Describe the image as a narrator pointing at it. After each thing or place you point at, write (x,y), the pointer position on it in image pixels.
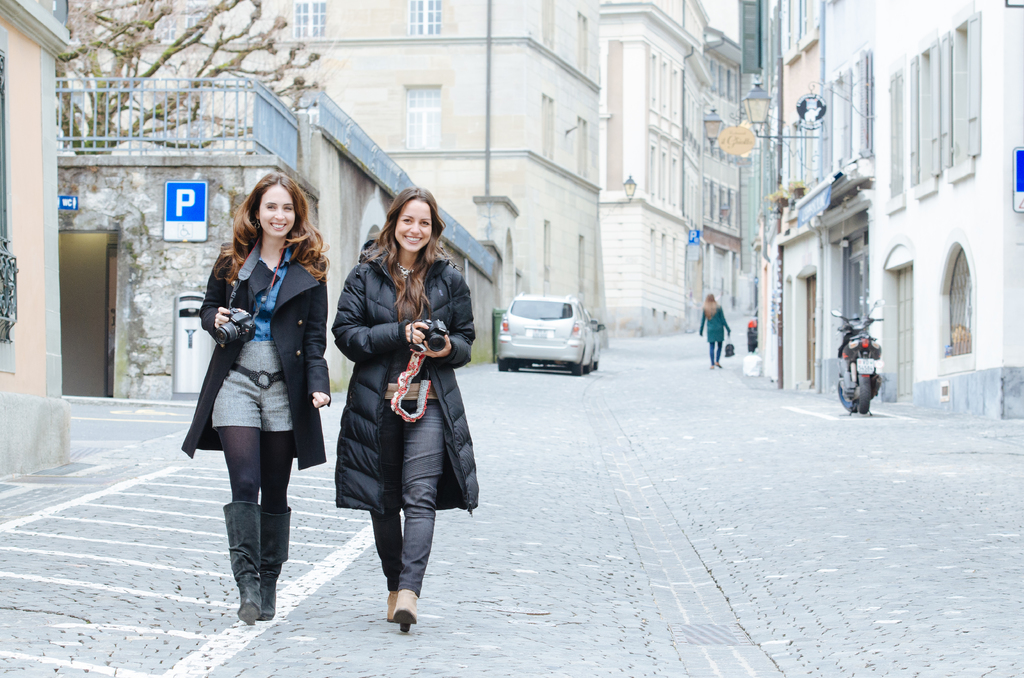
In this image there are three people (445,396) walking on the road (662,498), there are two persons (268,360) holding the camera (440,345), there are vehicles (568,342) on the road (608,356), there is a parking board (185,208) on the wall (146,283), there are buildings (616,184), there is a streetlight (757,113), there is a building (886,187) truncated towards the right of the image (853,240), there is a tree (156,72) truncated towards the left of the image (184,63).
